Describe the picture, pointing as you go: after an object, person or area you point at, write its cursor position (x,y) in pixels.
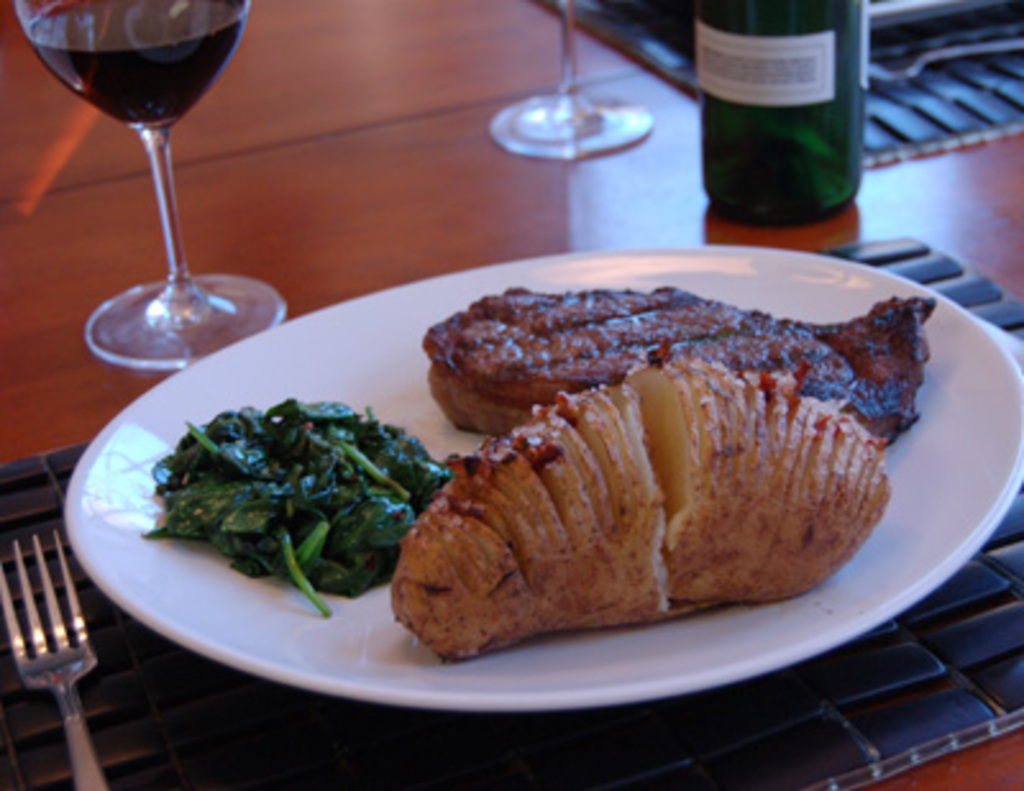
In this image we can see food (586,423) in plate (374,678), beverage bottle (732,129), glass tumblers (163,156), fork (33,674) placed on the table (20,306).
